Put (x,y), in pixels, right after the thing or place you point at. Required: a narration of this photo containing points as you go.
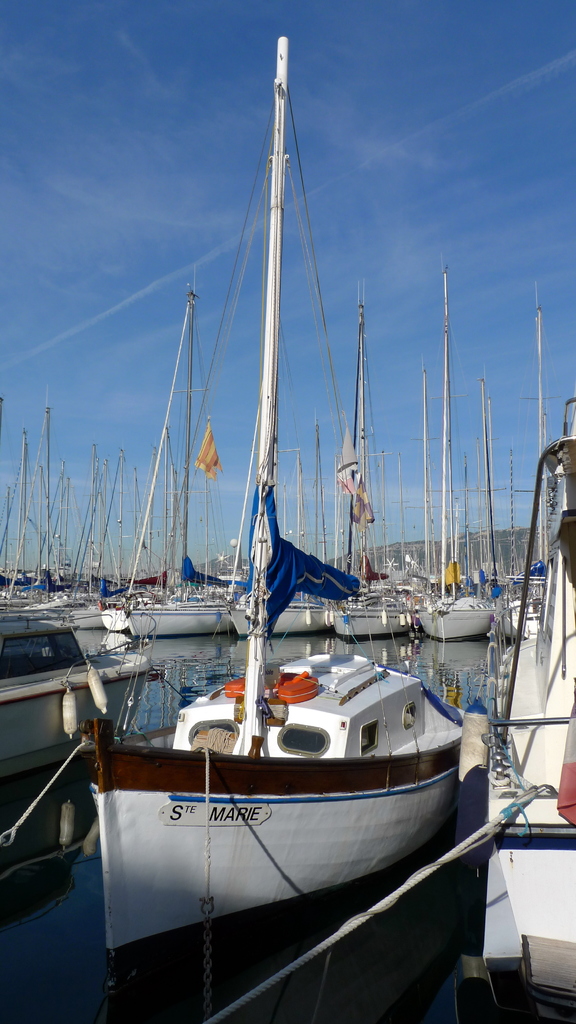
In this image I can see the boats (197,749) on the water (74,914). In the background (9,236) I can see the mountains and the blue sky (212,244).
